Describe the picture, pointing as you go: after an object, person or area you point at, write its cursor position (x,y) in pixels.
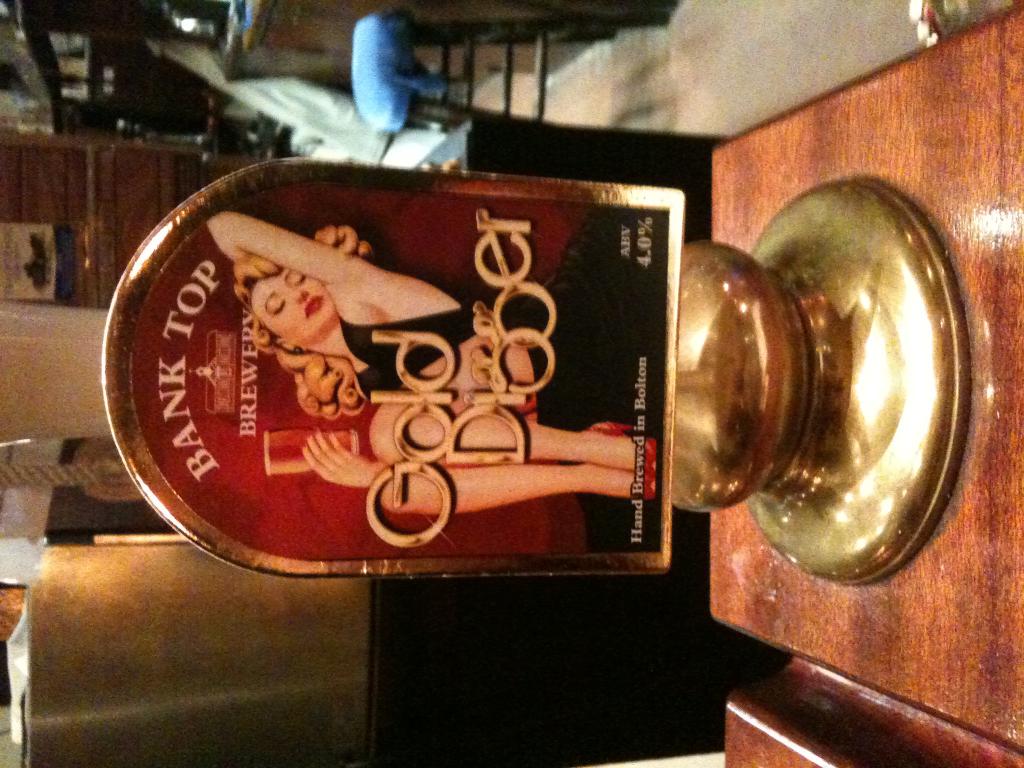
In this picture I can see the poster (517,409) on this steel object (831,383) which is kept on the table (999,432). In the back (273,47) I can see the doors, wall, table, chairs (537,41) and other pillars (77,430). In the bottom left corner (242,686) there is a fridge (133,747) which is kept near to the pillar (36,431).
